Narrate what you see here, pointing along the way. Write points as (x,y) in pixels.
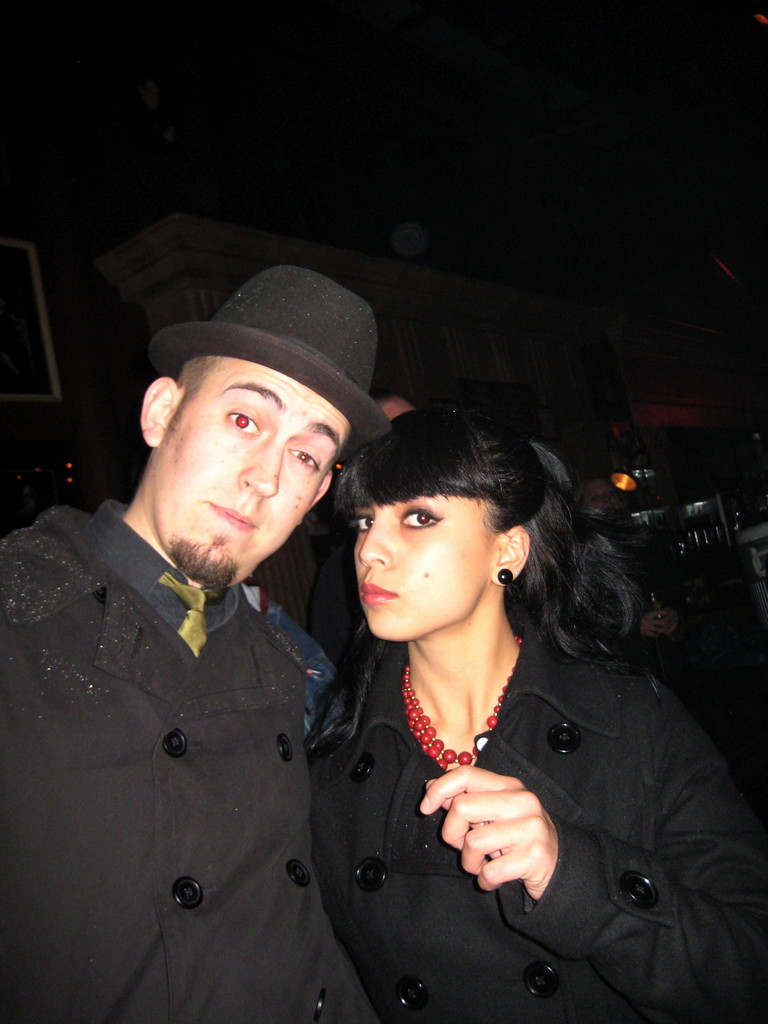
In this image we can see a man (231,742) and a woman (495,774) standing. In the background (487,399) there are wall hangings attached to the wall (97,306), objects (716,534) arranged in the cupboards (672,539) and people (664,611) standing on the floor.
